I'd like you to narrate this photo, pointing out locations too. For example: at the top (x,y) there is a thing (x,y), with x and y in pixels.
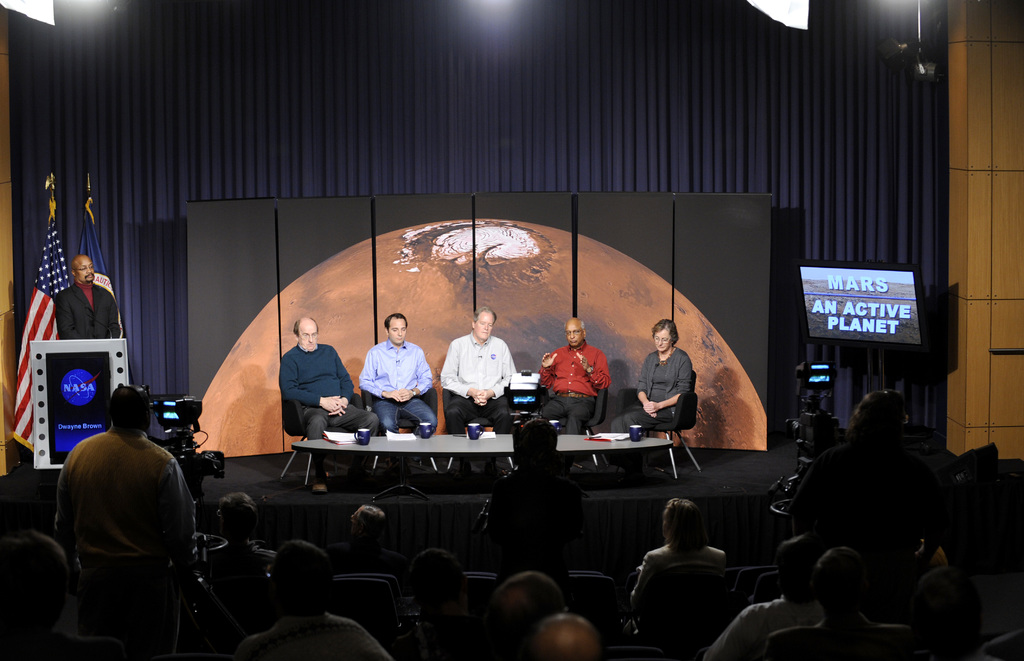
In this picture I can see a group of people (688,546) are sitting at the bottom (544,572), in the middle (554,384) few persons (682,385) are sitting on the chairs (591,418). On the left side (169,512) a man (184,509) is standing near the camera (199,484) and another man (95,308) is standing near the podium (111,368). On the right side (886,314) there is the television (857,321) and also there is another camera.
